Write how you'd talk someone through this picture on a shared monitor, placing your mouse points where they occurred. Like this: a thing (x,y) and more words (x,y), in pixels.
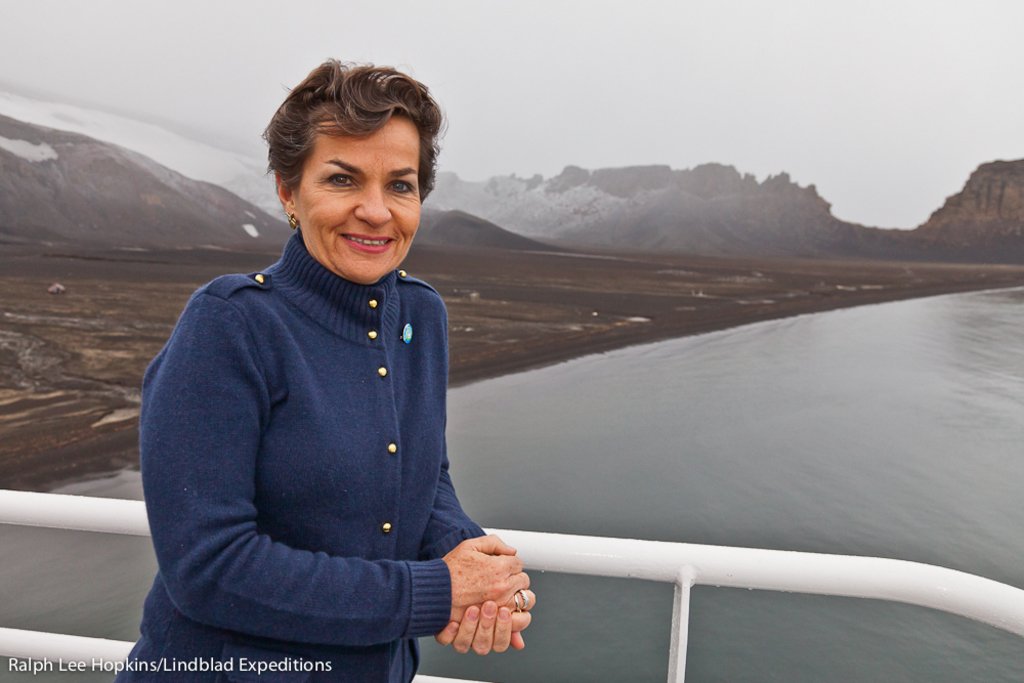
There is a woman (371,254) in navy blue color sweater (195,398), smiling, standing and leaning on the white color fencing (865,572). In the background (944,669), there is water (569,457) of the river (578,448), there is wet land (543,334), there are mountains (594,191) and there are clouds (490,21) in the sky (655,21).
